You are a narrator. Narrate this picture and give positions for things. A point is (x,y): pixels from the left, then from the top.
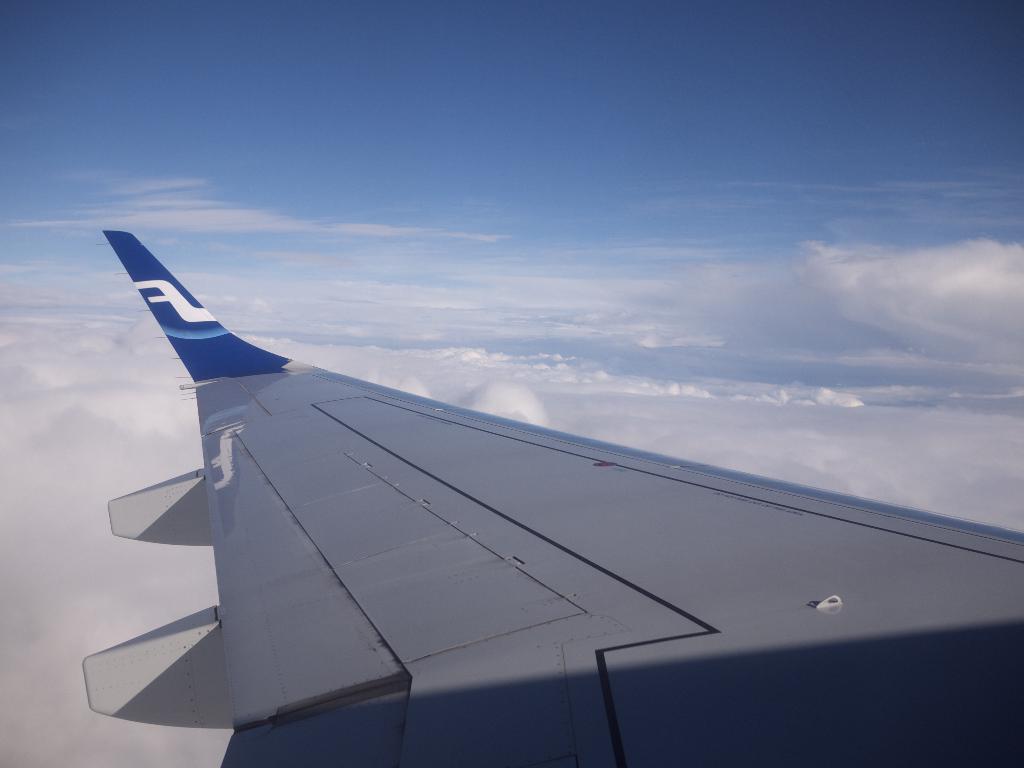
In this image we can see an airplane wing (456,638) which is in blue and white color and in the background of the image (139,339) there are some clouds (12,644) and clear sky (515,195).
